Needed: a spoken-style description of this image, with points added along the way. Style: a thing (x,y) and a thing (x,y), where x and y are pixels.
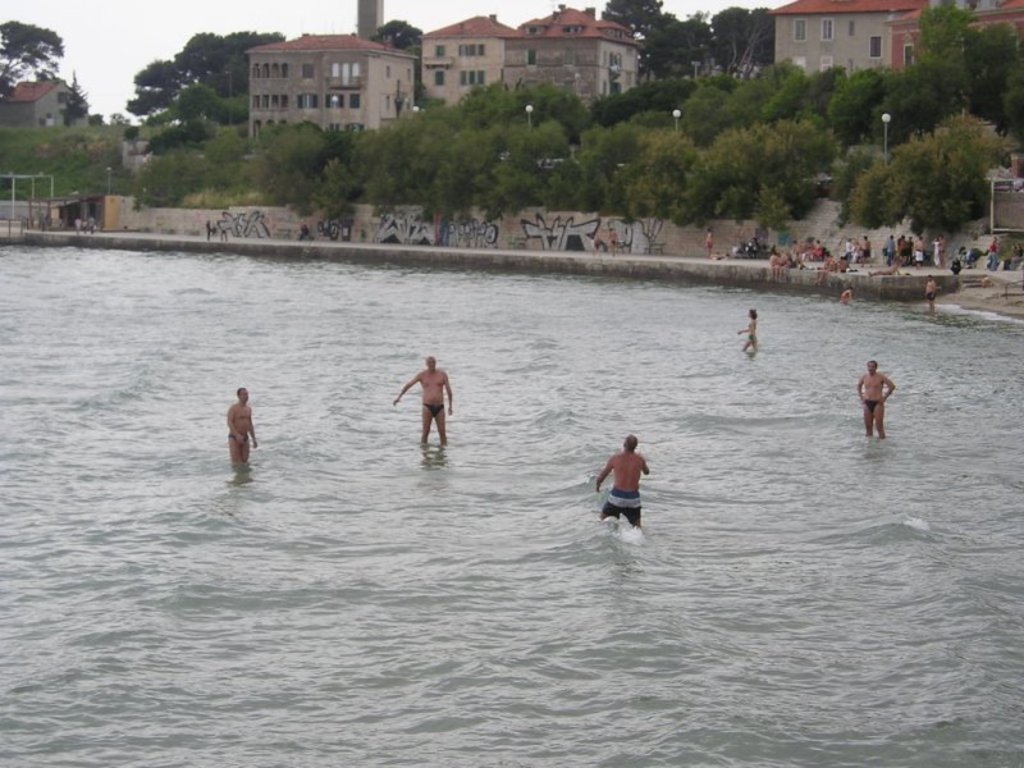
At the bottom (365,619) there is a sea (365,619). Here I can see few people (424,397) are standing in the water (525,471). In the background (518,164) there are many trees (484,146) and buildings (443,67). On the right side (824,256) there are many people (797,257) standing on the road (370,243). Beside the road (589,254) there is a wall (530,236). Here I can see few light poles (527,116). At the top of the image (101,40) I can see the sky (123,30).
